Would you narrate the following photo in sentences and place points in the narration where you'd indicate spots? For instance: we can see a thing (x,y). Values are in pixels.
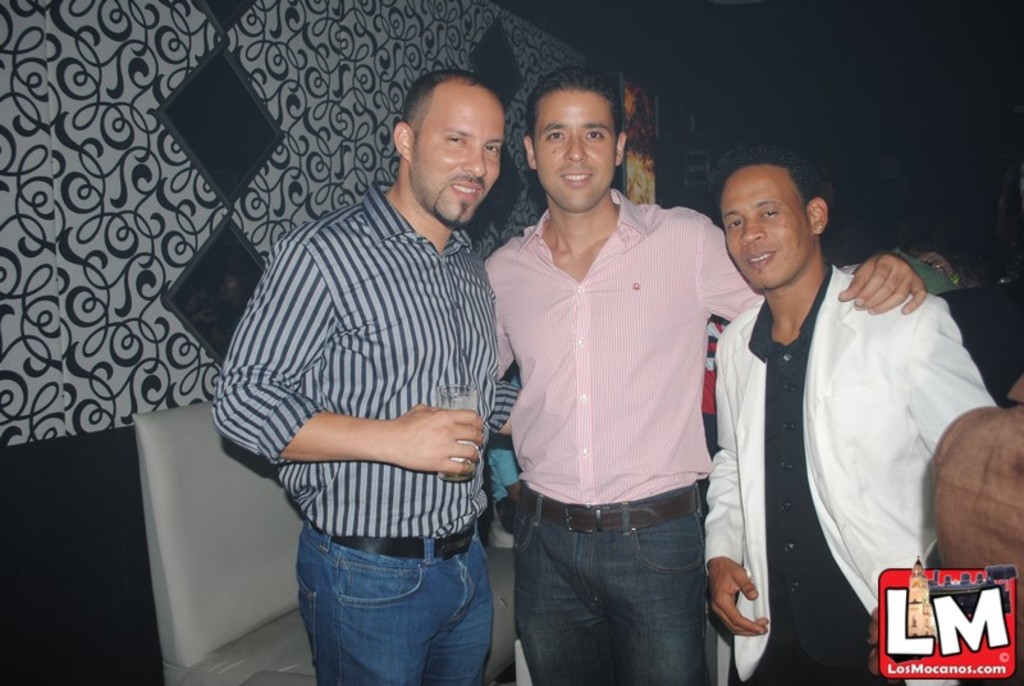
In front of the picture, we see three men (625,411) are standing. Three of them are smiling. The man (422,396) in black and grey shirt (398,387) is holding a glass (470,391) in his hands (448,413). Behind him, we see a white seat (225,481) and a sheet (143,221) in white and black color. In the background (716,120), it is black in color. This picture might be clicked in the dark. This might be an edited image.
